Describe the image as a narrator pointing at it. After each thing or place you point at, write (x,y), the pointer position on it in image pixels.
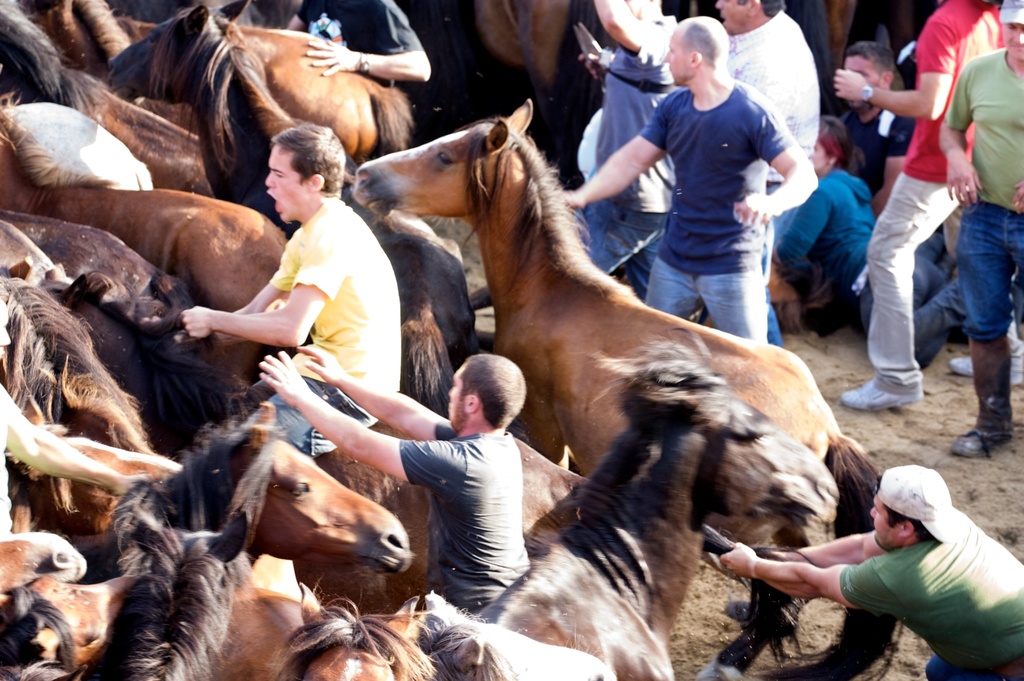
In this picture we can see group of people (335,263) and horses (525,310), on the left side of the image (312,344) we can see a man (326,396), he is seated on the horse (249,405).
